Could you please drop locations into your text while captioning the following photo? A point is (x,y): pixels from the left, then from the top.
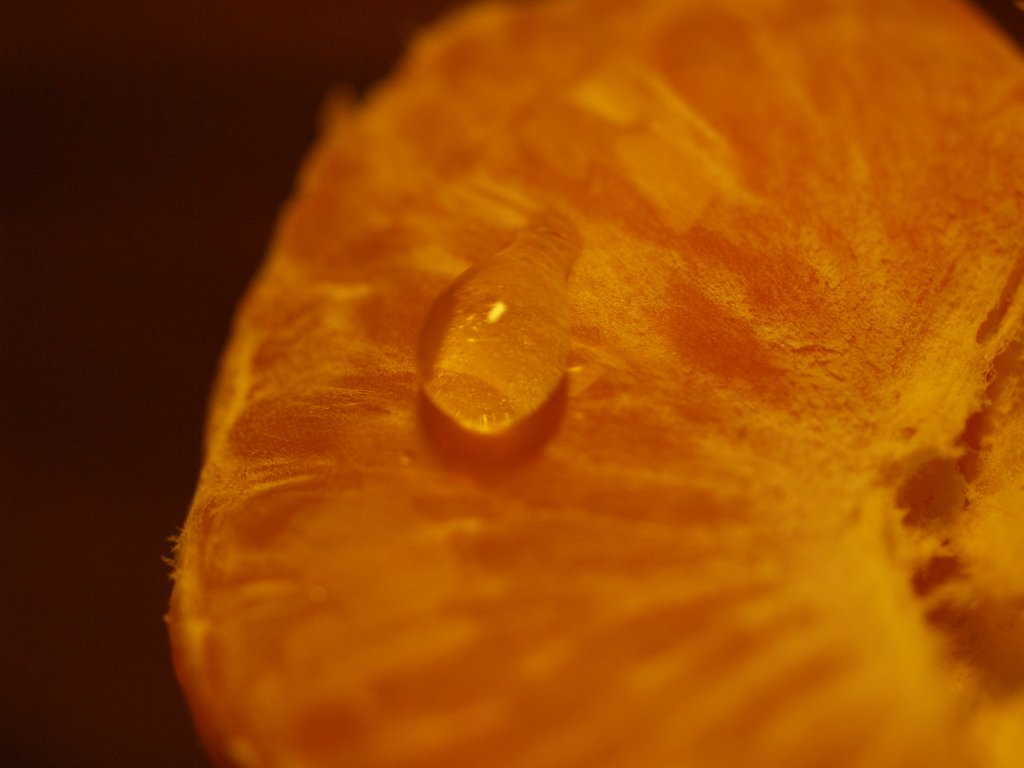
In this picture there is a water drop (509,317) on an orange slice (412,395).
